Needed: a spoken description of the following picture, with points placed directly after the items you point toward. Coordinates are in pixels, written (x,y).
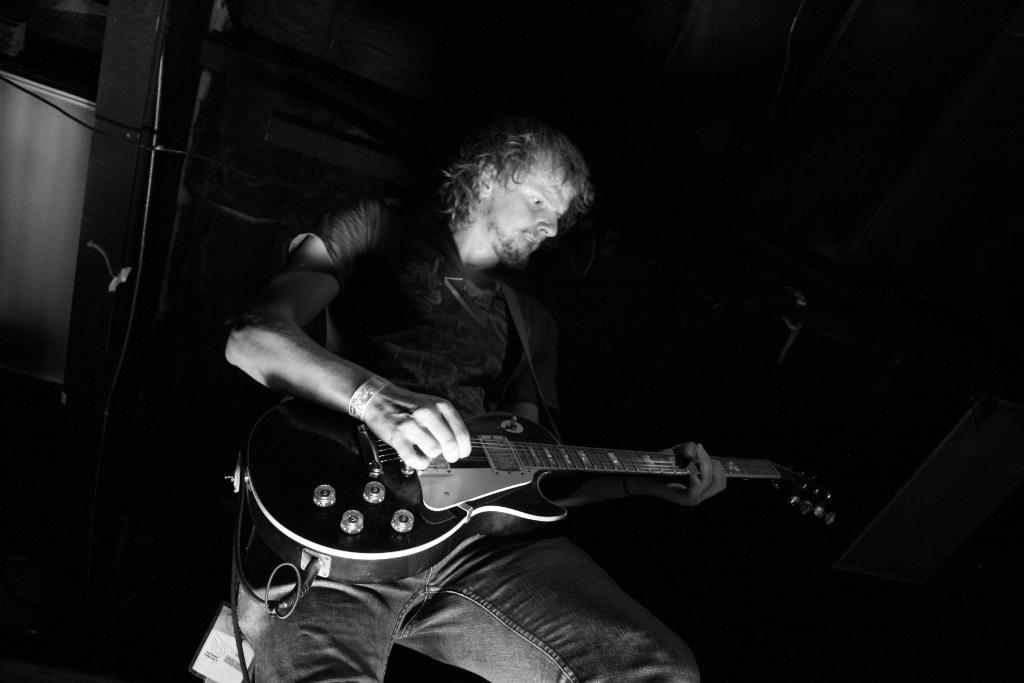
In this picture we can find a man (513,191) holding a guitar (483,483) and playing it. In the background (30,522) it is a dark in colour with some instrument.
